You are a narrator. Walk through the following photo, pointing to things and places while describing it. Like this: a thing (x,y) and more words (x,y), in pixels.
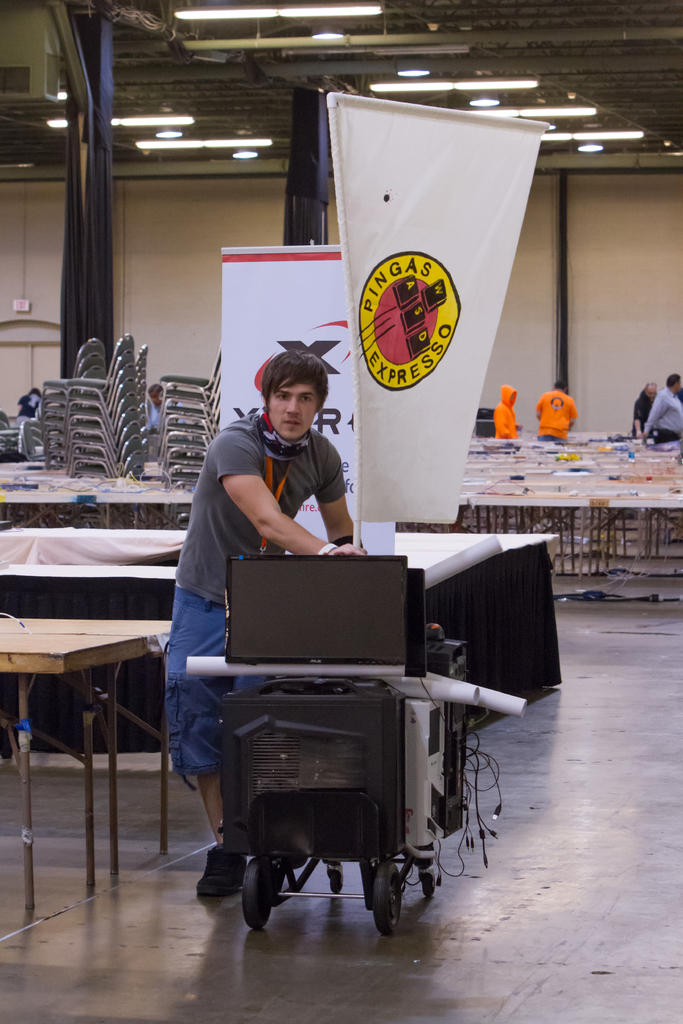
This man (217,508) is highlighted in this picture. On a cart (411,770) there are monitors (354,584) and electronic devices (434,752). We can able to see number of chairs (177,423) and banners (343,348). There are number of tables (572,486). Far this persons (676,437) are standing. On top (163,146) there are lights (155,143).
